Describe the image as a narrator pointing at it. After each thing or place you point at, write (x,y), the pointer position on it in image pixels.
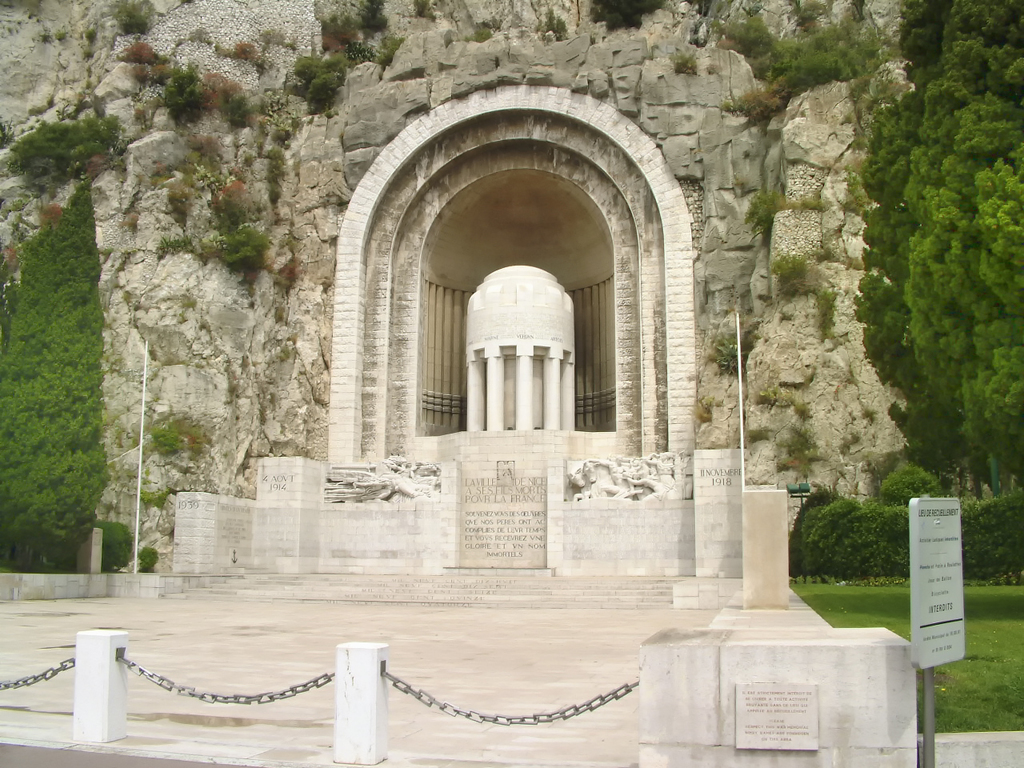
This is a memorial (527,290) and in the background (766,60), there are trees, bushes (857,510), stairs (528,583), poles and we can see a fence (117,634) and a board (952,646). At the bottom (990,672), there is ground (298,649).
